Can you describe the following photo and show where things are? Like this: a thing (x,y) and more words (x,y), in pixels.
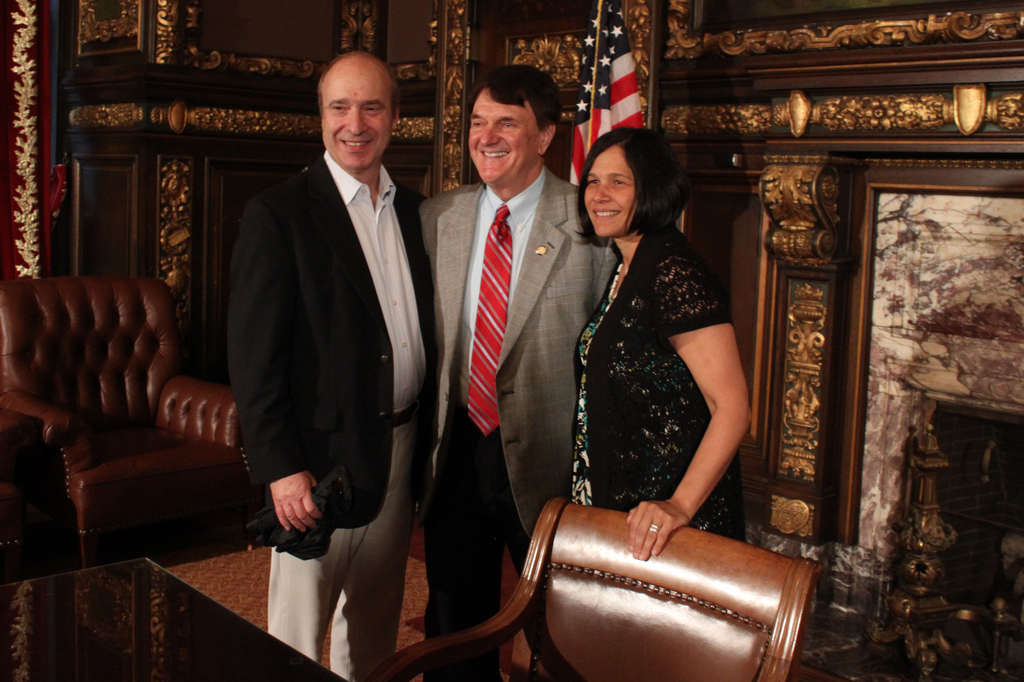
In this picture there are three people (433,356) standing, the lady (645,318) is at the right corner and two guys (324,319) are at the left corner (324,319). In the background (613,48) we observe a united states flag (601,45) hanging over there. There are two brown color sofa (146,411) and a table (281,649) on the floor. We also observe a beautifully designed wall (216,59) in the background (898,323).
